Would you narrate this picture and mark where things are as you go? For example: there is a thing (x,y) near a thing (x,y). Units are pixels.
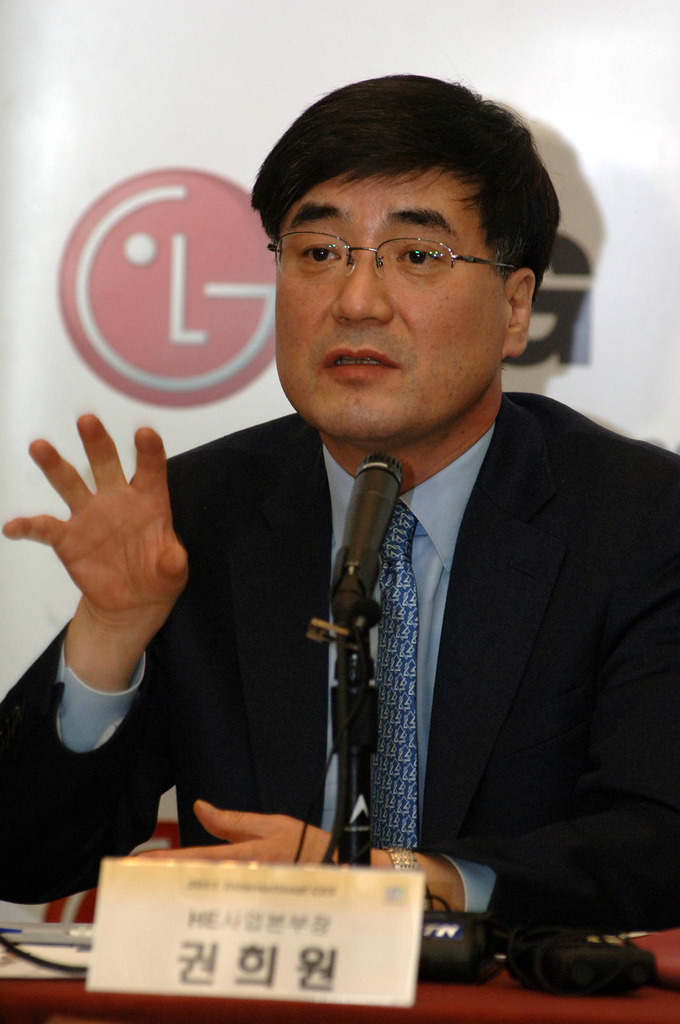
As we can see in the image there is a man (281,365) wearing black color jacket (289,552) and sitting. In front of him there is a table (550,1013). On table (122,997) there is a poster (291,893) and mic (370,565). Behind him there is a screen (182,69).
